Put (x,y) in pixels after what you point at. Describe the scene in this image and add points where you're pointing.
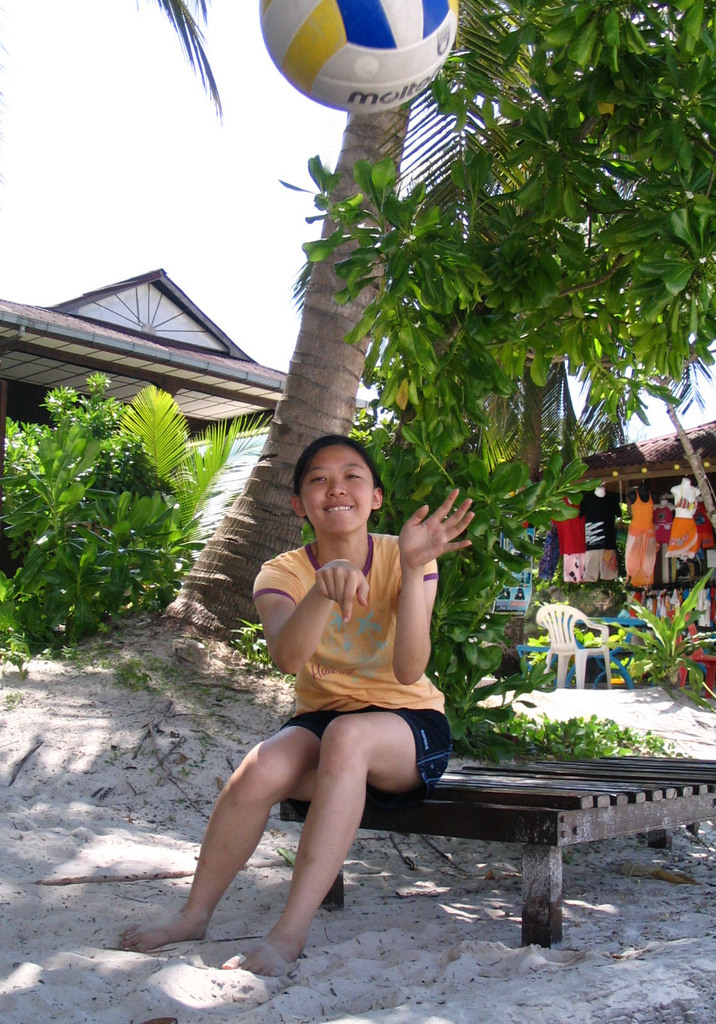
a person (423,697) is sitting on a wooden bench (531,839) is throwing a ball (354,35). behind her there are trees (571,287) and a building (101,369). at the right corner (636,596) there are clothes (608,545) hanging and a white chair (562,626) present.
